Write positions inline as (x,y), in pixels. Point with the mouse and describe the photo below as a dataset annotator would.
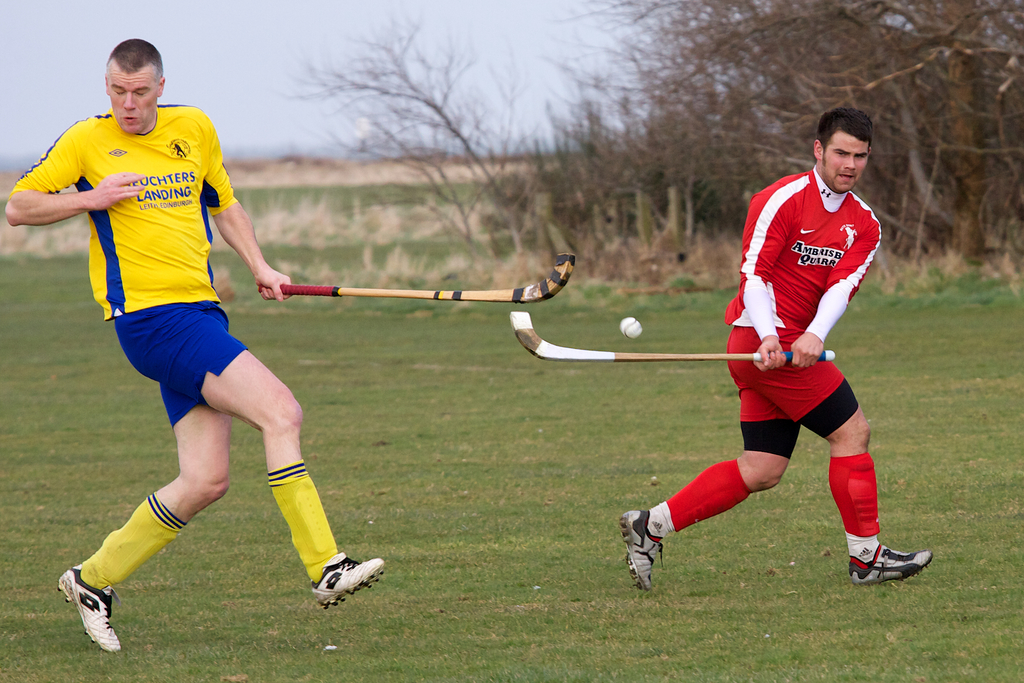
This image is clicked on hockey ground (431,411). There are two persons (55,160) in this image. They are playing. There are trees (671,118) at the top (643,159). There is sky (529,78) at the top (47,50).
